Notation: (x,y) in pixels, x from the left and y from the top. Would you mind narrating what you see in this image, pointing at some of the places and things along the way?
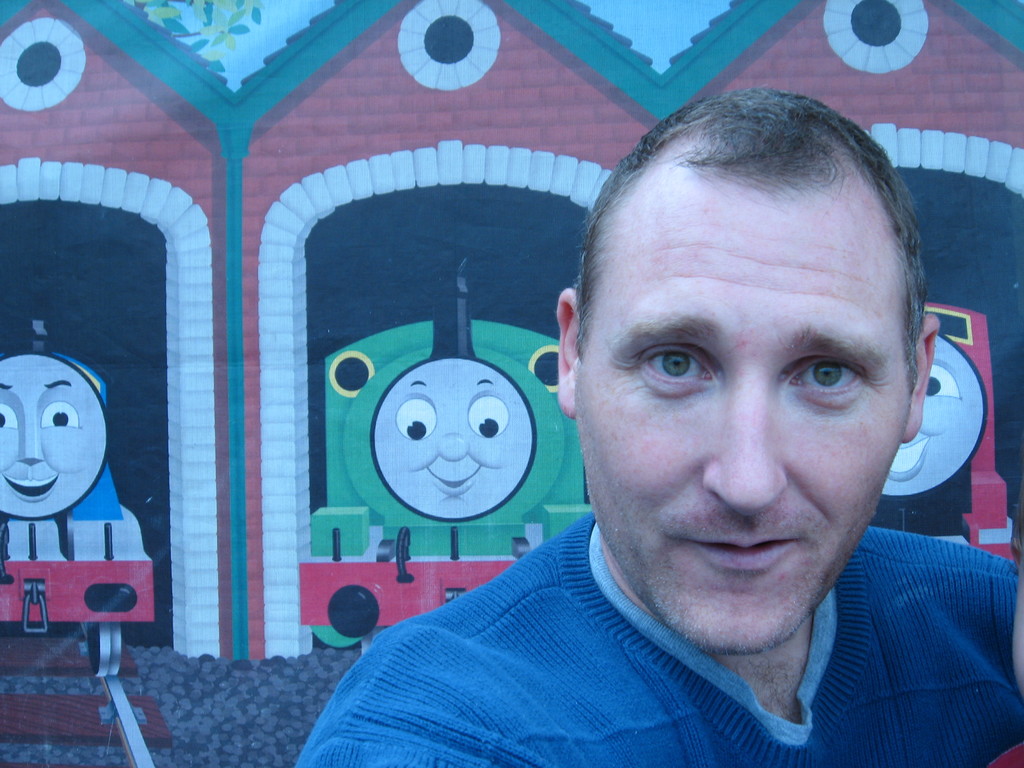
In this image I can see there is an image of a man (414,665) and there is a wall (518,528) in the background (83,487) with a painting (279,143) of train engines (106,387) on it.
